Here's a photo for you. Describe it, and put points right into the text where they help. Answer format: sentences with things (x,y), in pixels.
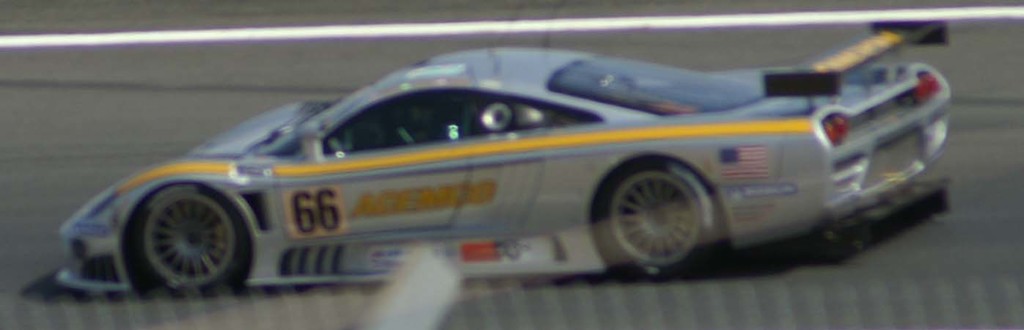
In this picture we can see the blur image of a racing car (822,194) on the road (548,28) with a white line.
